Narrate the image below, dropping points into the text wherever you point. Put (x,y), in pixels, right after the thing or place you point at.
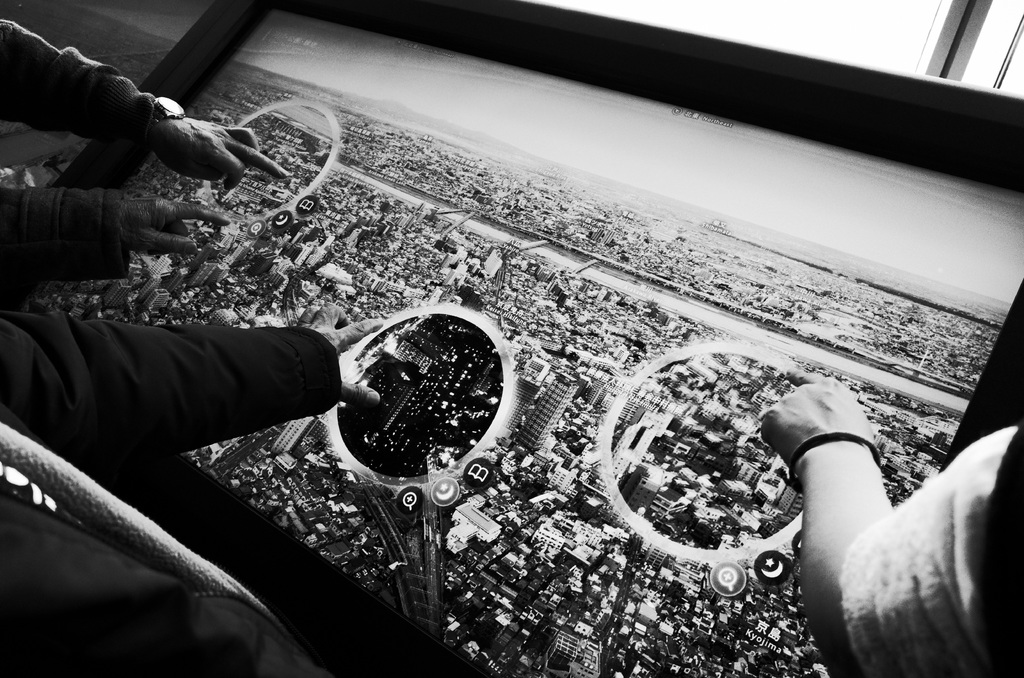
In this image we can see hands (317,326) of people (817,522) touching a screen (381,343) with buildings (595,516). And there is watch (173,105) on one hand (215,150).
